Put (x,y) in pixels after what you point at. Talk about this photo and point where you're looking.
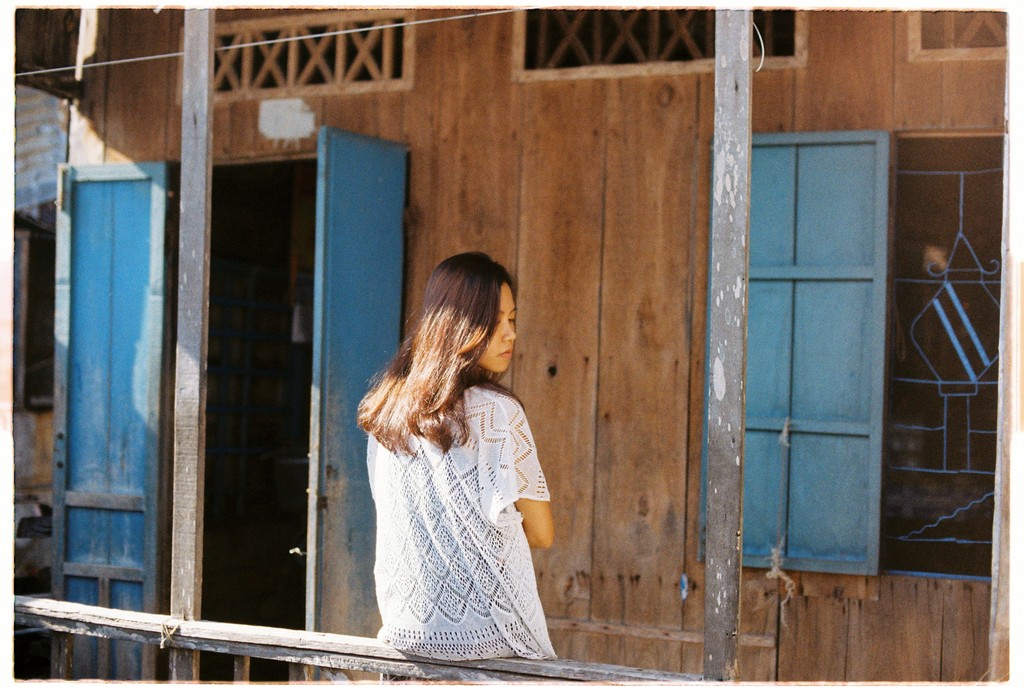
In this picture there is a woman (469,425) who is sitting on the wooden fencing (75,606). In front of her we can see a wooden wall (577,331). On the right (904,265) there is a window (873,284). On the left (117,258) there is a door (320,303).
